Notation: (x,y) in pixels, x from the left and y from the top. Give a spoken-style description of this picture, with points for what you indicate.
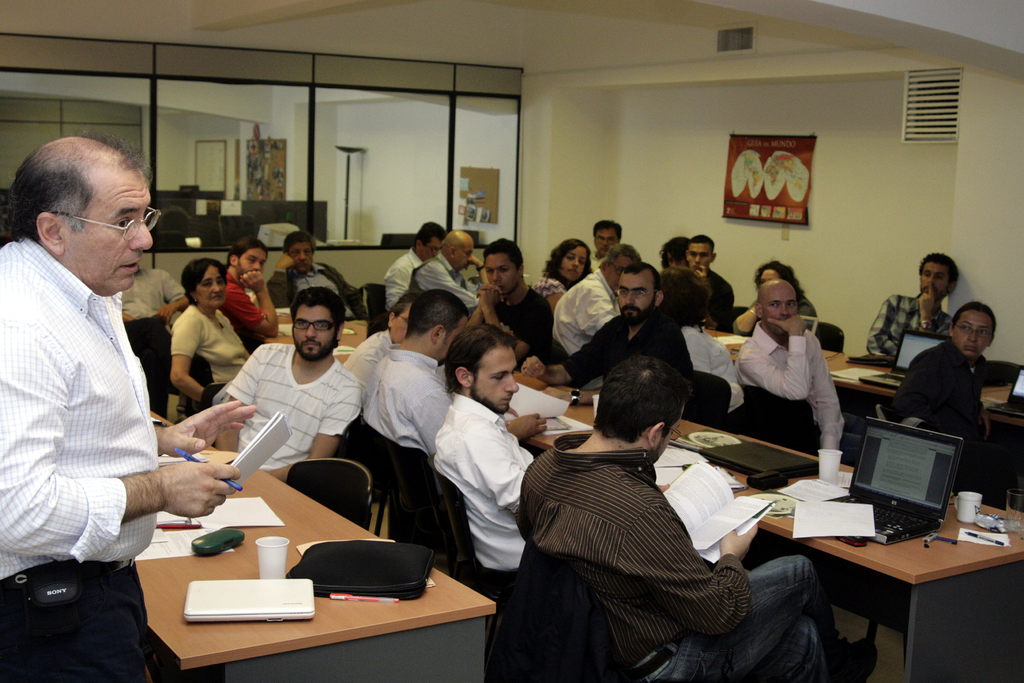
There are many people (532,331) sitting in this room (477,340). One person (99,363) wearing a white shirt (66,369) is standing. He is having a spectacles (109,223), book (253,441) and a paper (266,450). In front of him there is a table (206,577). On the table (372,602) there is a bag (317,568), glass (266,552), specs box (225,546), papers (187,533) and laptop (240,596). In the background (795,172) there is a poster (756,168) and windows (322,122) are over there.
